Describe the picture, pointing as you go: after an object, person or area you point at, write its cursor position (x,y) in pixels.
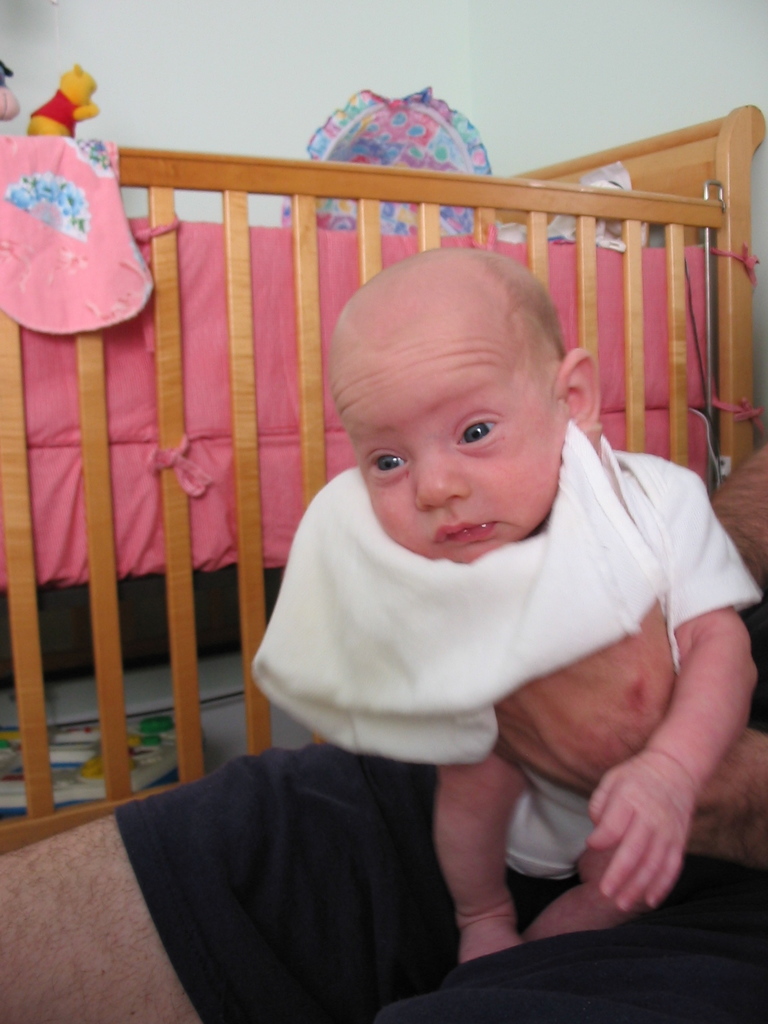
There is a person (315,773) holding a baby (494,816). In the back (236,235) there is a wooden furniture (307,215) with some toys (387,209) on that.
